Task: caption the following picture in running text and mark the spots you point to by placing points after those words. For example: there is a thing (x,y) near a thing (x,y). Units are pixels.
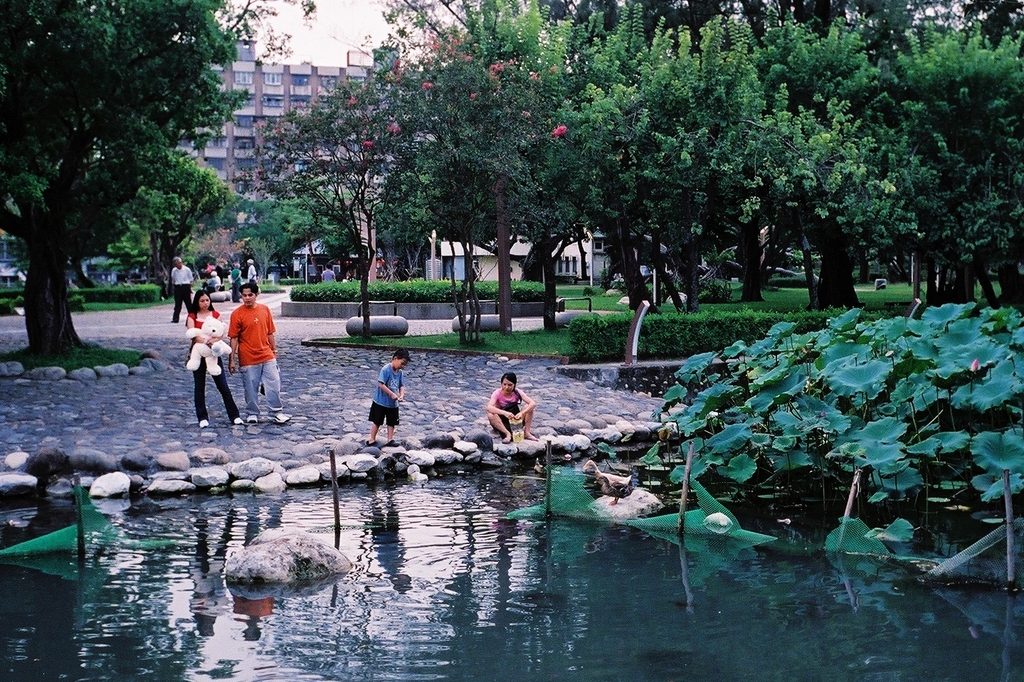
In this image I can see here a girl (500,426) is squatting on the stones (480,448) near the water (513,579), in the middle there is a duck (605,485). On the left side (245,282) few people (257,338) are walking and looking at this side. At the bottom (423,615) this is water (325,596), in the middle (389,271) there are trees (369,159) and buildings (276,93).
